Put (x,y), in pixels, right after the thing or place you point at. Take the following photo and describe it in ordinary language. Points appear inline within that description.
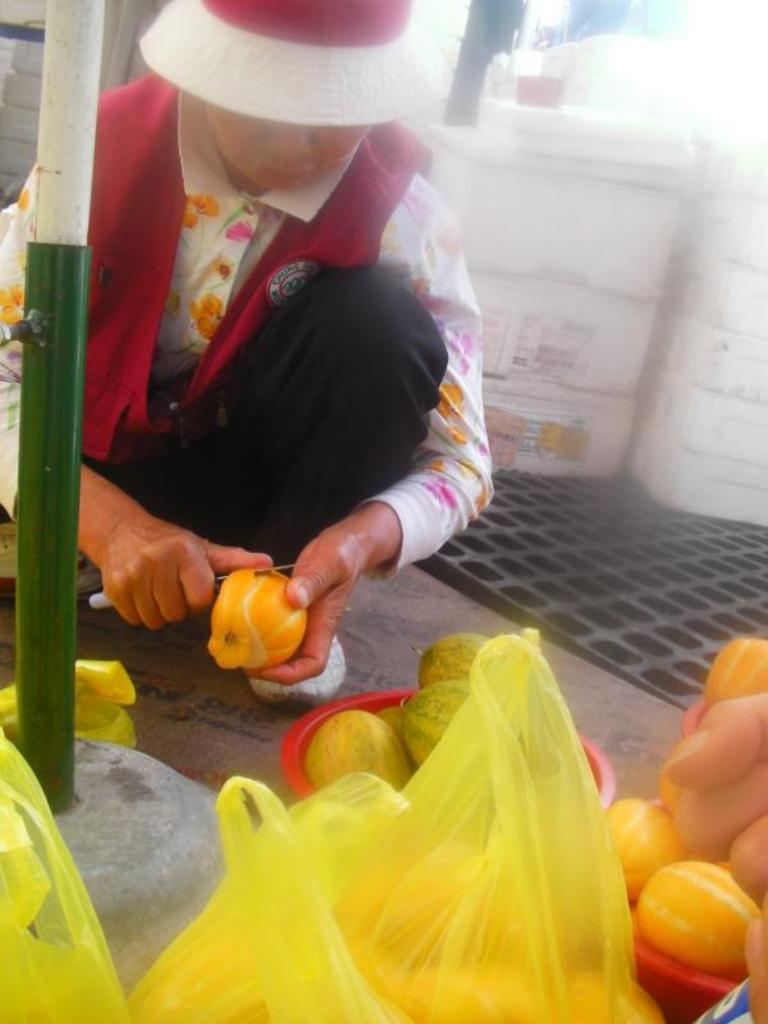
In the image there is a person (332,473) sitting in squatting position and peeling the fruits (280,575), behind him there are some objects (583,190) and in front of him there are some fruits (627,815) kept in the plastic baskets (288,753).
